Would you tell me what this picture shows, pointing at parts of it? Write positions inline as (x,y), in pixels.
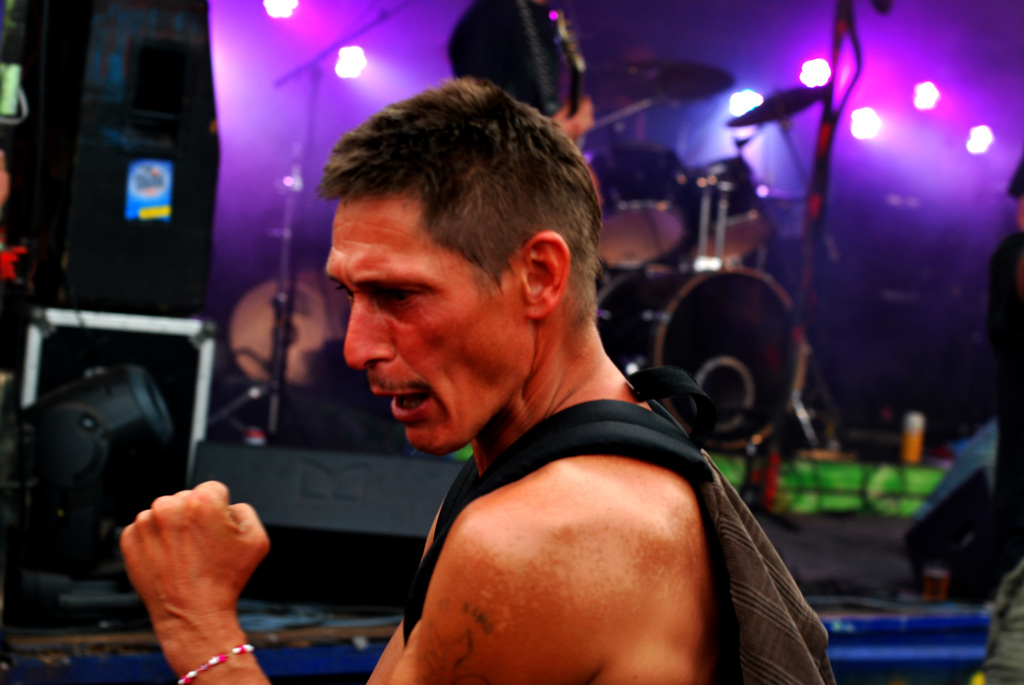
In the foreground of this picture (515,218) we can see a man (595,539) wearing a backpack (750,609) and seems to be standing. In the background (508,64) we can see the focusing lights (988,147), musical instruments (624,281), a person (516,28) standing and seems to be playing guitar (576,68) and we can see many other objects (918,442) in the background (284,374).
